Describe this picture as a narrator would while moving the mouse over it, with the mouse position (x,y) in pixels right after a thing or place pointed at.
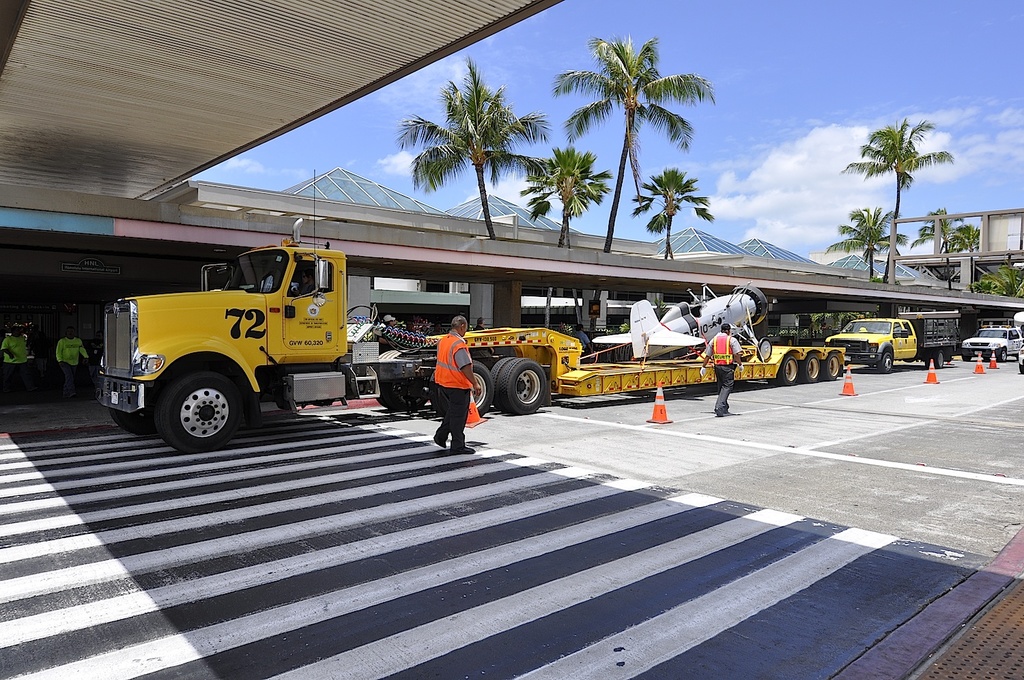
In the picture we can see a truck (765,374) and on the truck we can see an aircraft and behind it, we can see some vehicles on the road (330,620) and in the background (635,198) we can see the trees (667,198) and the sky (877,99) with clouds (816,213).
